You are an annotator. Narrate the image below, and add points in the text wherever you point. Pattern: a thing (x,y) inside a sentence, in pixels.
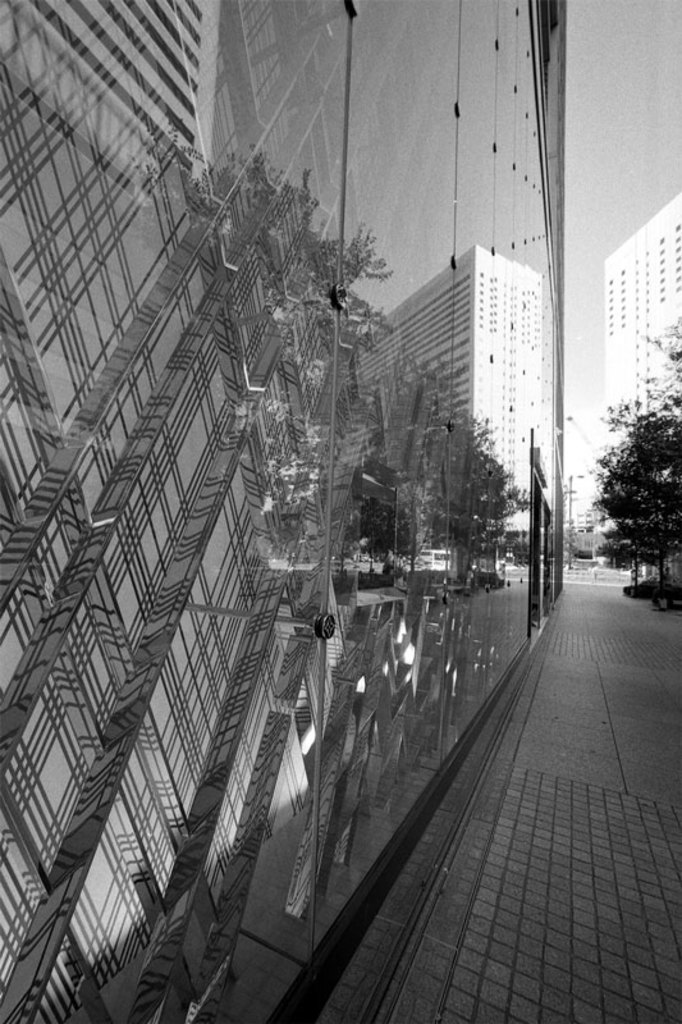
In this picture I can observe buildings (374,500) in the middle of the picture (367,427). On the right side (621,496) I can observe trees (639,490). In the background (594,190) there is sky (588,127).
